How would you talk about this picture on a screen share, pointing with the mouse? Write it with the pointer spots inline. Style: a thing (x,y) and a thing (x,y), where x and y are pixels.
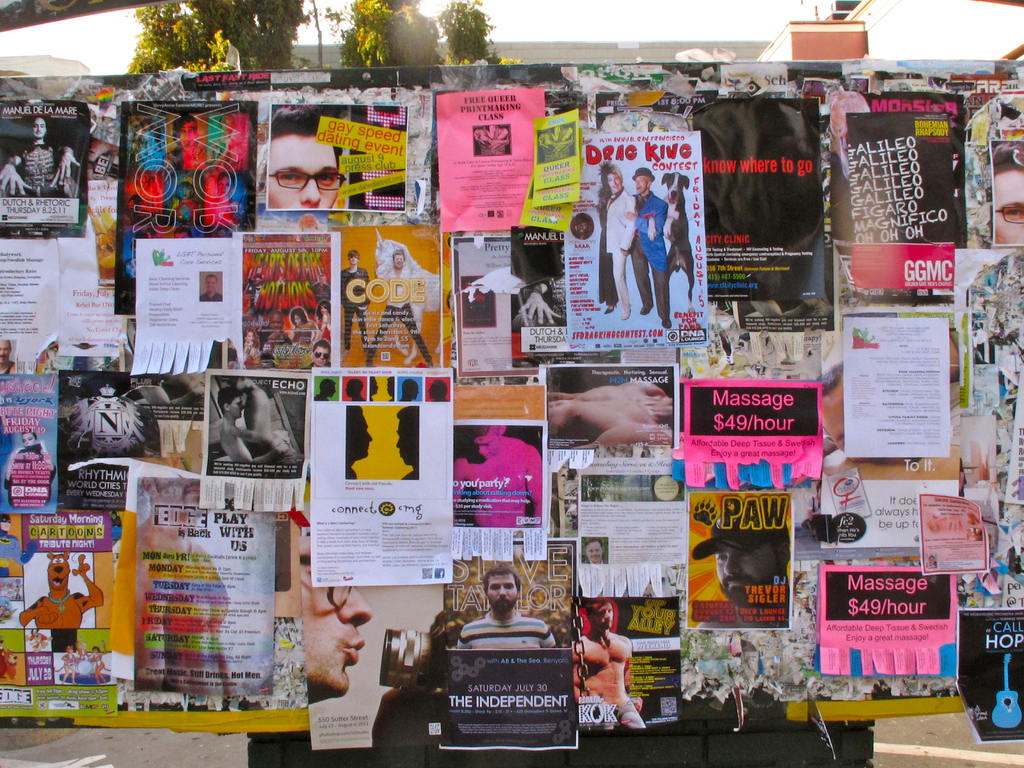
In this image there is a board (348,276) and we can see posters (216,422) pasted on the board (811,443). In the background (207,11) there are trees (417,60) and sky (780,12). We can see buildings (862,38).
